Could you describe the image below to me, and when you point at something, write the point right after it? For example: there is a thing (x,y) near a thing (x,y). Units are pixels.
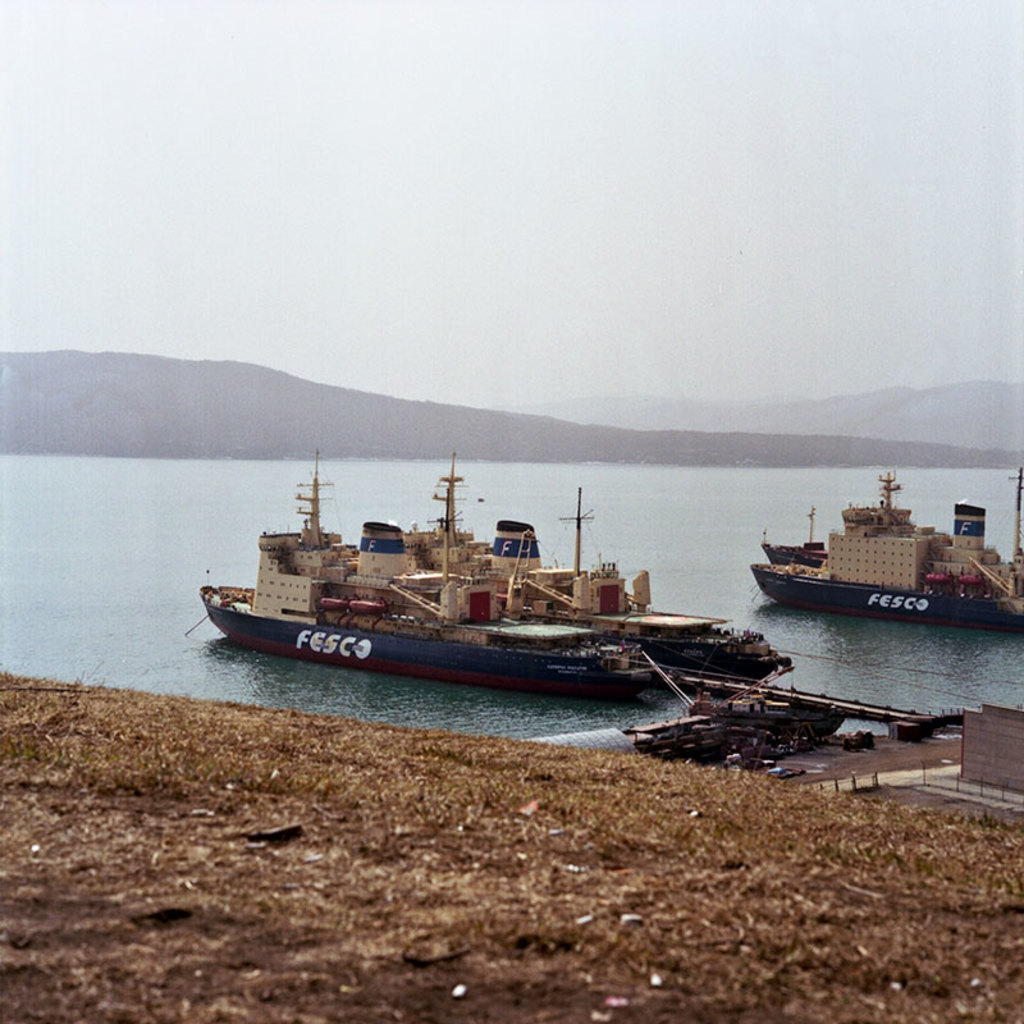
In this image we can see the ships (766,569) on the surface of the river (144,568). In the background (238,402) we can see the hill (341,409). At the top (474,191) there is sky (560,166) and at the bottom (438,877) there is ground (529,937).
